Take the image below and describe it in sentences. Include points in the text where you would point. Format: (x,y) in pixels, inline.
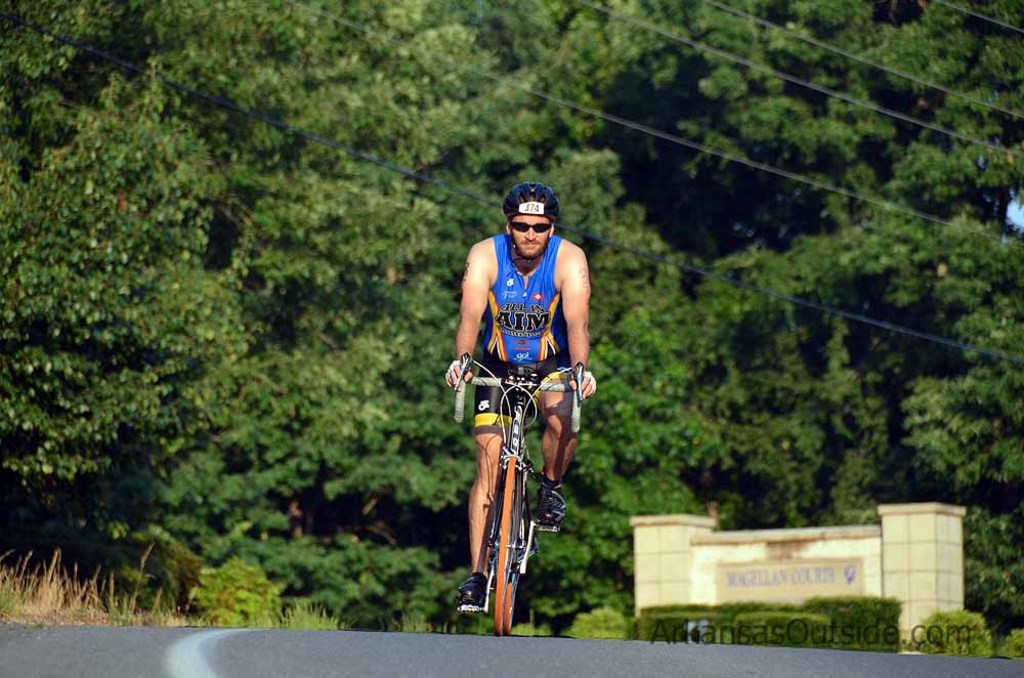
In this image we can see there is a person (502,362) riding a bicycle (501,497) on the road (610,662), behind him there is a small wall (689,579) with some text (762,582), plants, trees (625,431) and at the top of the image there are some cables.
